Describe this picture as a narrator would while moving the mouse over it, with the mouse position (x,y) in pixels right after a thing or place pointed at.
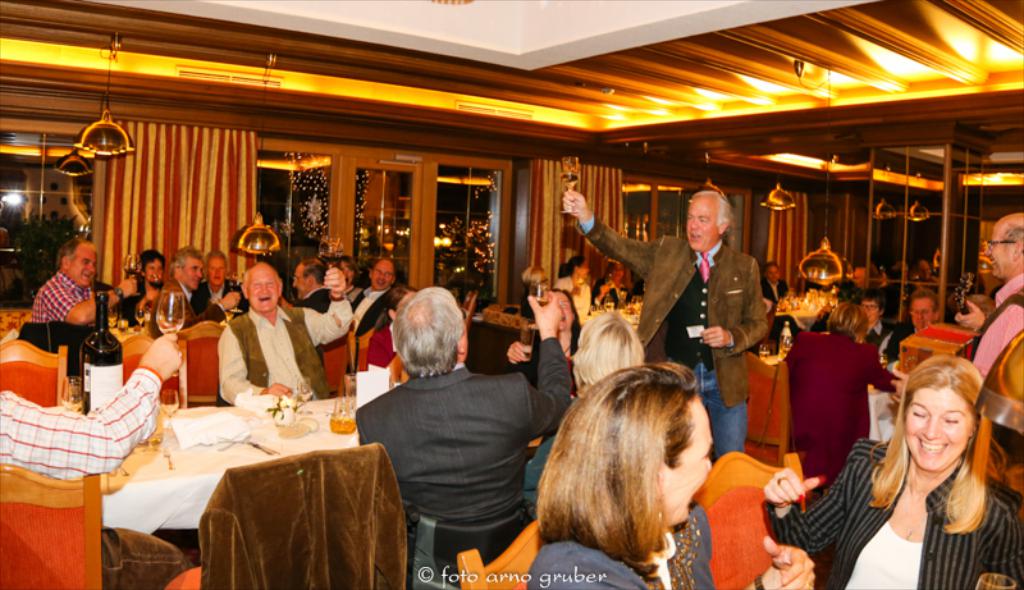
As we can see in the image there is a curtain (189,160), window (82,220), lights (821,256), few people (140,422) here and there and there are chairs (355,520) and tables (244,435). on table (240,451) there are tissues (240,425) and glasses (343,409). the man (574,198) who is standing over here is holding a glass (563,179).
